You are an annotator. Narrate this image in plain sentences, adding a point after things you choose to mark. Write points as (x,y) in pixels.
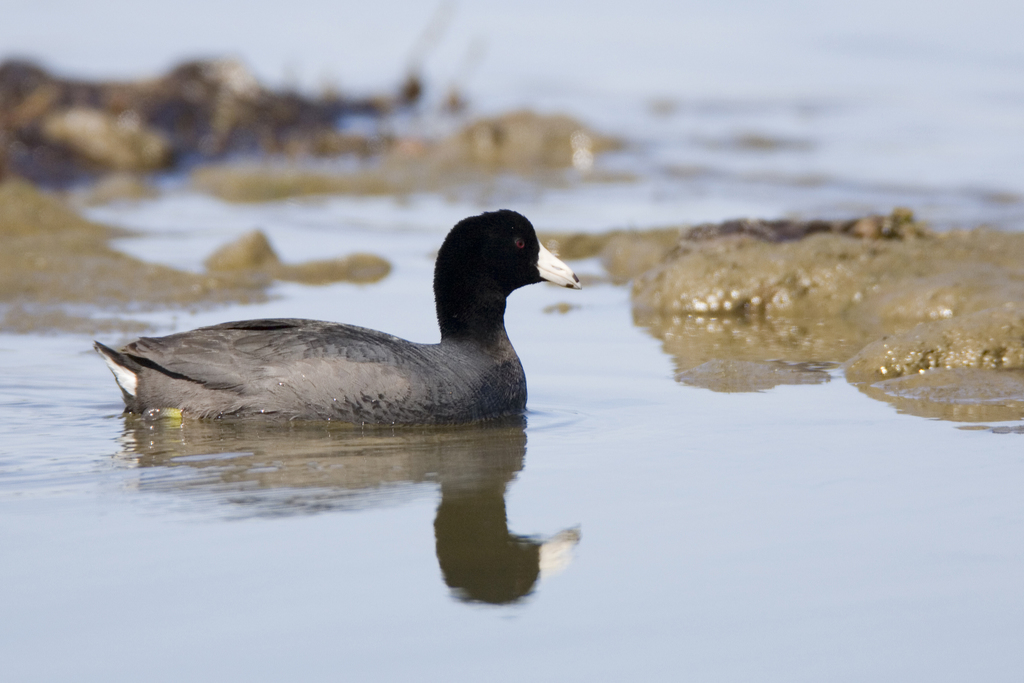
In the picture we can see a duck (178,338) in the water (693,480) and the duck (188,351) is some part black in color and some part is gray in color and behind the duck (457,230) we can see some rocks (774,295) in the water (383,83) and in the background (18,110) also we can see some rocks (569,144) which are not clearly visible.
